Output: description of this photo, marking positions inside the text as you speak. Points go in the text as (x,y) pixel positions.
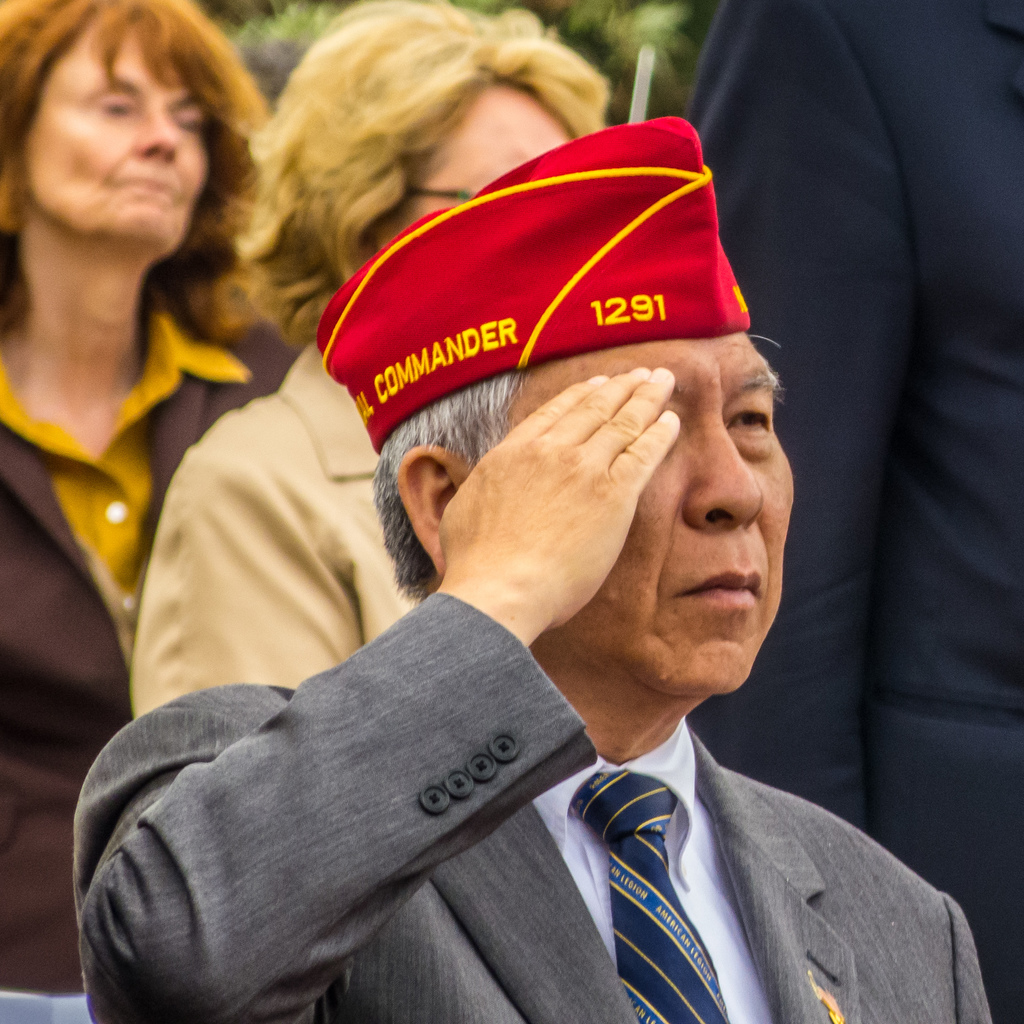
In this picture we can see four person's (711,297), a person (493,732) in the front (659,527) is wearing a cap (569,308), there is a blurry background (602,31).
